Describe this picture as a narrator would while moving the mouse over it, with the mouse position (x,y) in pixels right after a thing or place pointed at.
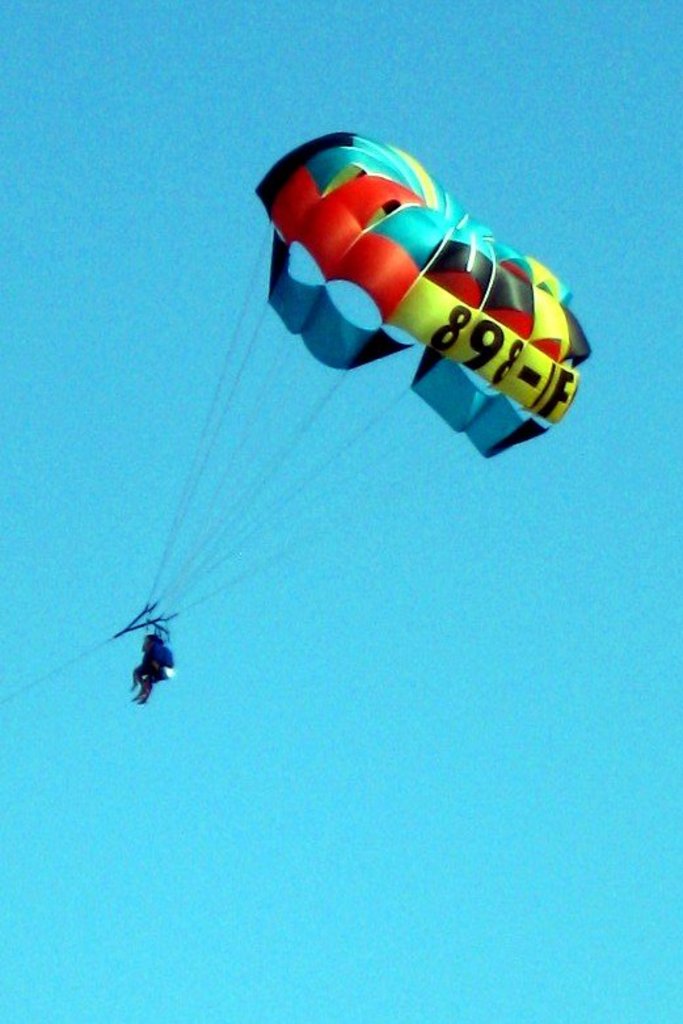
In the image there is a person (165,664) flying in the air (131,453) with parachute (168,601).
